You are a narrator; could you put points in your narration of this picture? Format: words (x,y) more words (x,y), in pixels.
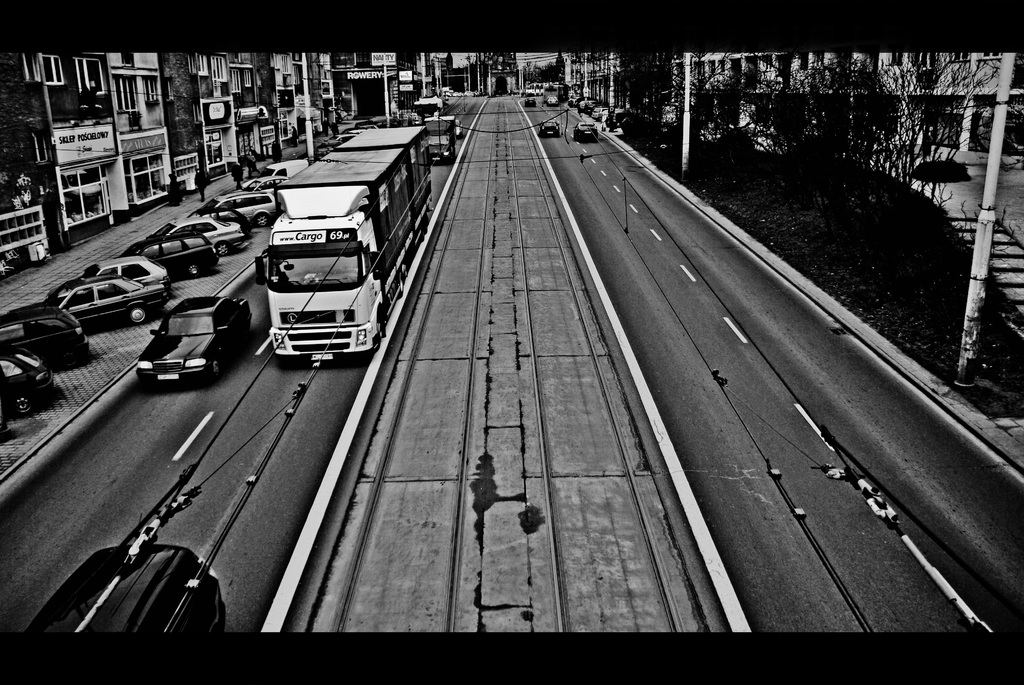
In this picture it is a black and white picture and we can see road (631,301) where vehicles (360,180) on it and aside to this road (467,110) cars (215,245) are parked on a line (132,279) and we can see buildings (173,94) with windows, doors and on right side of the road (462,124) we can see poles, trees (840,142).
